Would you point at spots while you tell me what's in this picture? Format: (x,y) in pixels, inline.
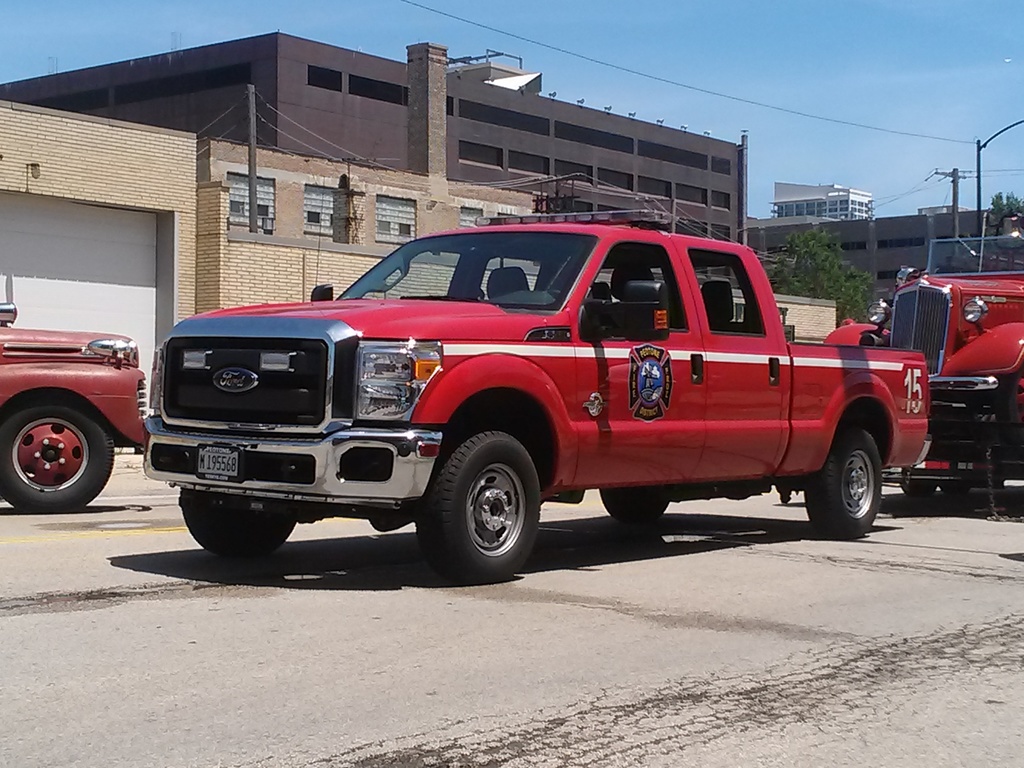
In this image I can see few vehicles (969,349) which are red in color on the road (754,535). In the background (813,244) I can see few trees (808,263), few poles (978,227), few buildings (803,199) and the sky (722,105).
